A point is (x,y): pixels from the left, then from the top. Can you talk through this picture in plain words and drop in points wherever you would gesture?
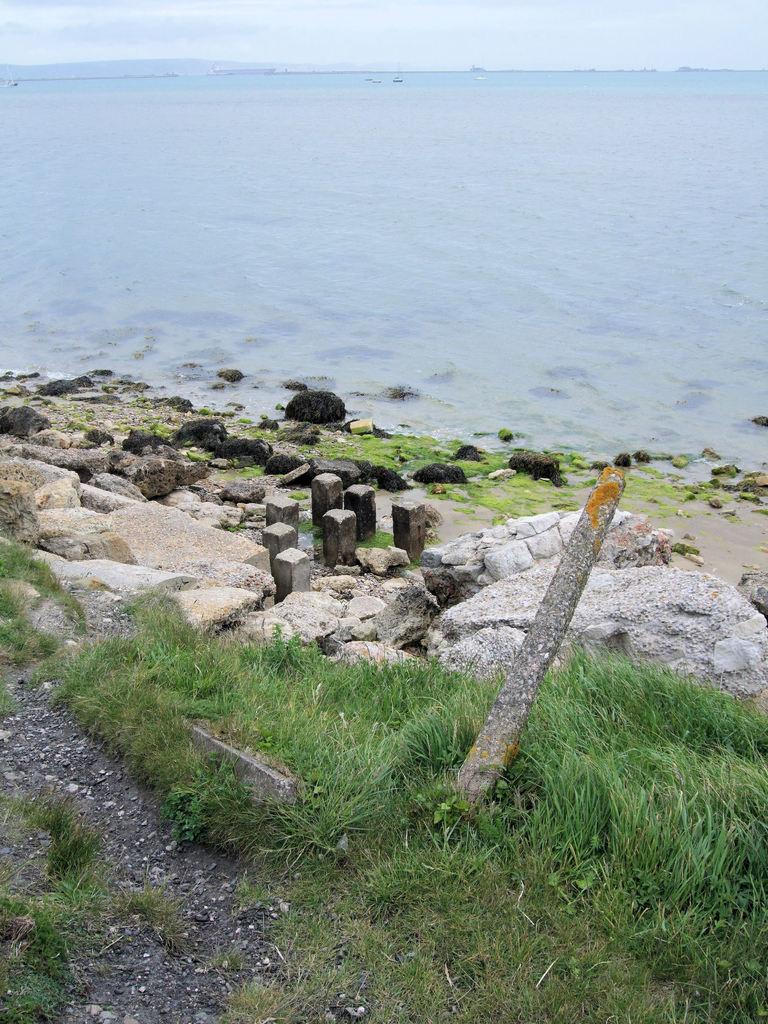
In this image few rocks (369,553) are on the land (488,507) having some grass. There are few boats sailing on water (378,232). Left top there is a hill (93,65). Top of the image (484,29) there is sky (534,34).
